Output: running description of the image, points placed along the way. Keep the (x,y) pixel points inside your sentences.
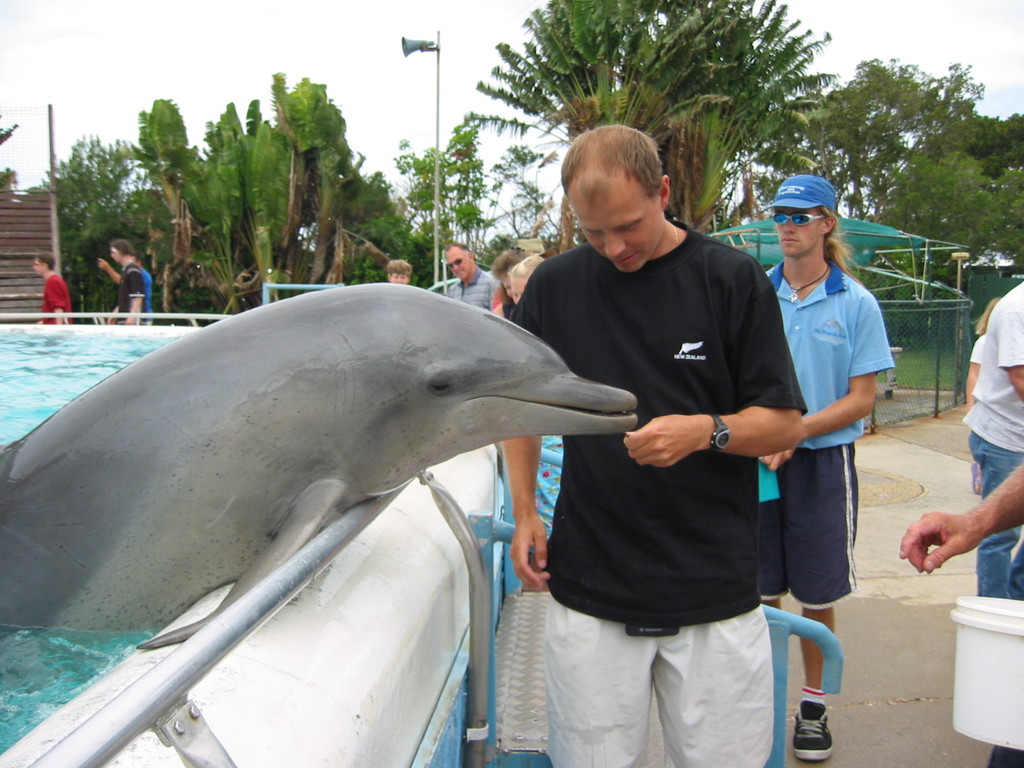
In this image i can see a man (597,350) feeding a dolphin (244,355) in a water (128,344) at right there are few other persons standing at the background (127,306) i can few persons (472,263) walking, a tree (237,187), a sky (258,53) and a pole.
